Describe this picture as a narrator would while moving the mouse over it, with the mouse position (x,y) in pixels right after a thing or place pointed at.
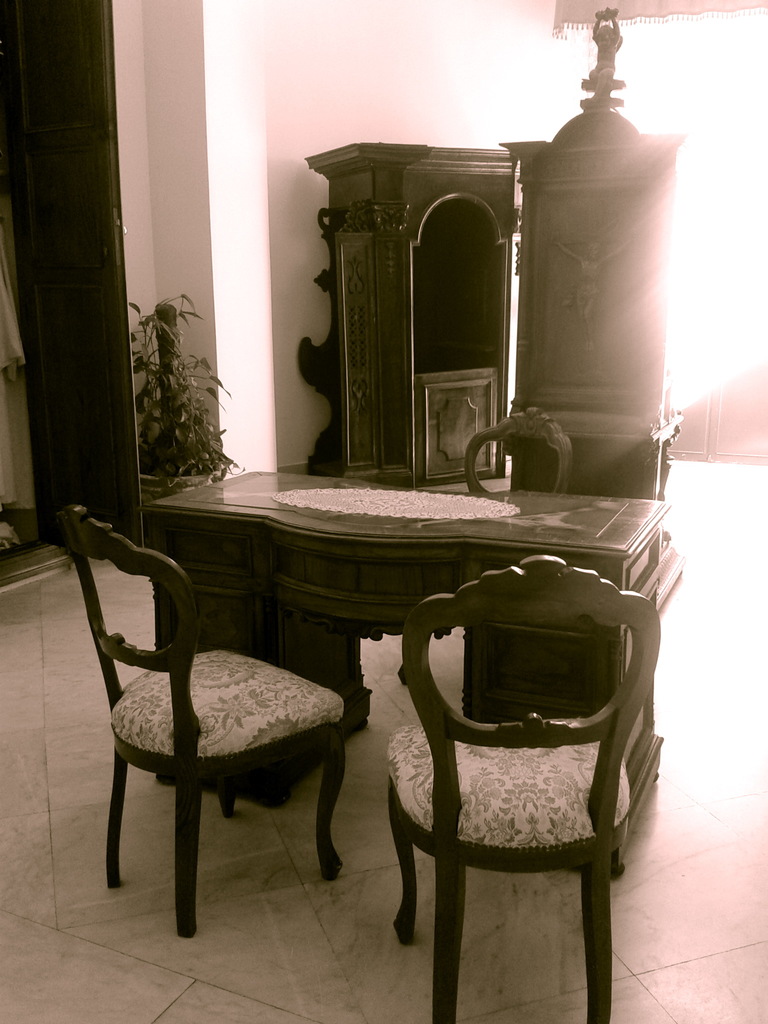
In this picture we can see a table (471,549) and chairs (284,692) in the front (278,698), on the left side (172,442) there is a plant (180,449) and a door (79,468), it looks like a dressing table (476,308) in the background (514,339), we can also see a wall (514,339) in the background (516,319).
